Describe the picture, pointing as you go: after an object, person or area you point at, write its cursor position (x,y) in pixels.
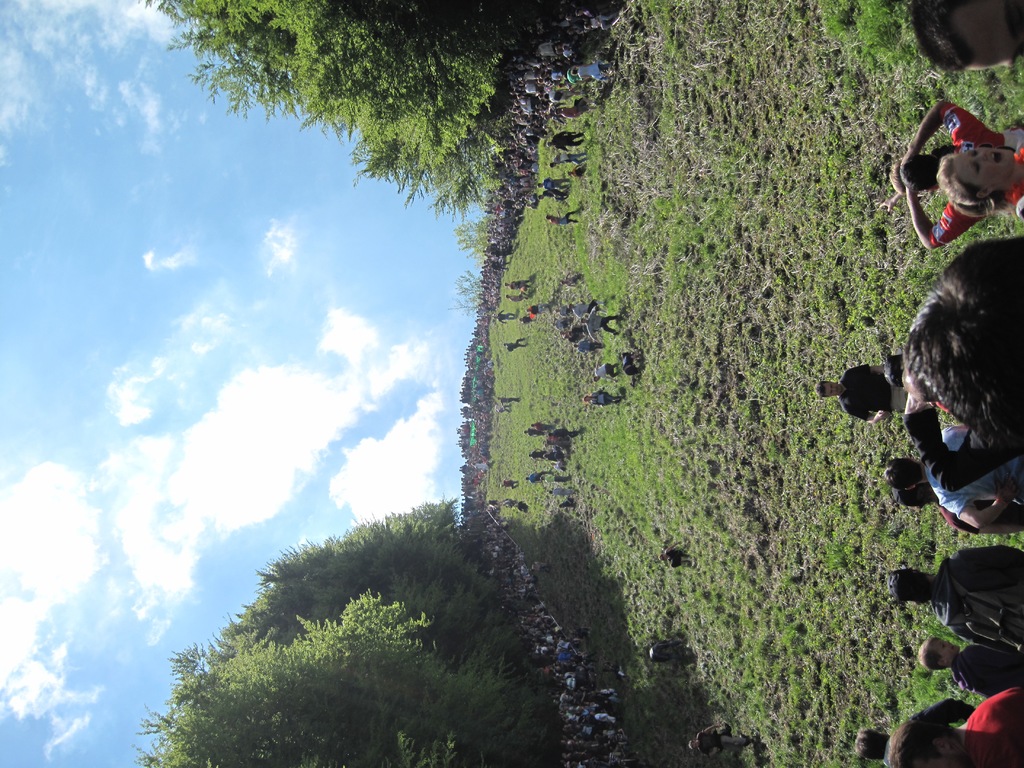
In this image I can see few trees (261,715) which are green in color, some grass (758,283) on the ground (765,341) and few persons (972,668) are standing on the ground (653,391). In the background (474,340) I can see number of persons (488,334) are standing and the sky (342,325).
